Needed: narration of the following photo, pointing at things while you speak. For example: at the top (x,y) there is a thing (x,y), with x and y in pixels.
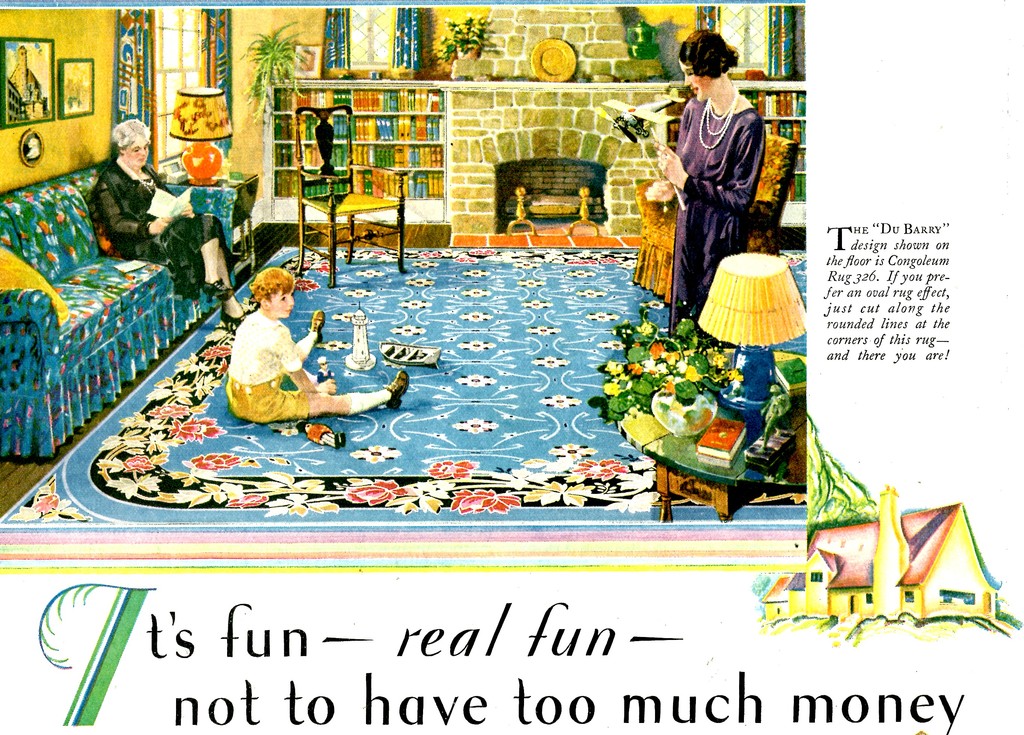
In the picture I can see an art in which we can see a person (210,229) sitting on a sofa (150,296), a person (340,415) sitting on the carpet (382,373) and a person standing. Here we can see table lamp (765,360), chair (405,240), photo frames (61,112), curtains (333,50), a fireplace (601,140) and books (427,103) kept on the shelf (412,139). We can see some edited text (878,317) at the bottom (572,661) and right side of the image (714,697). Here we can see the house (965,582).
